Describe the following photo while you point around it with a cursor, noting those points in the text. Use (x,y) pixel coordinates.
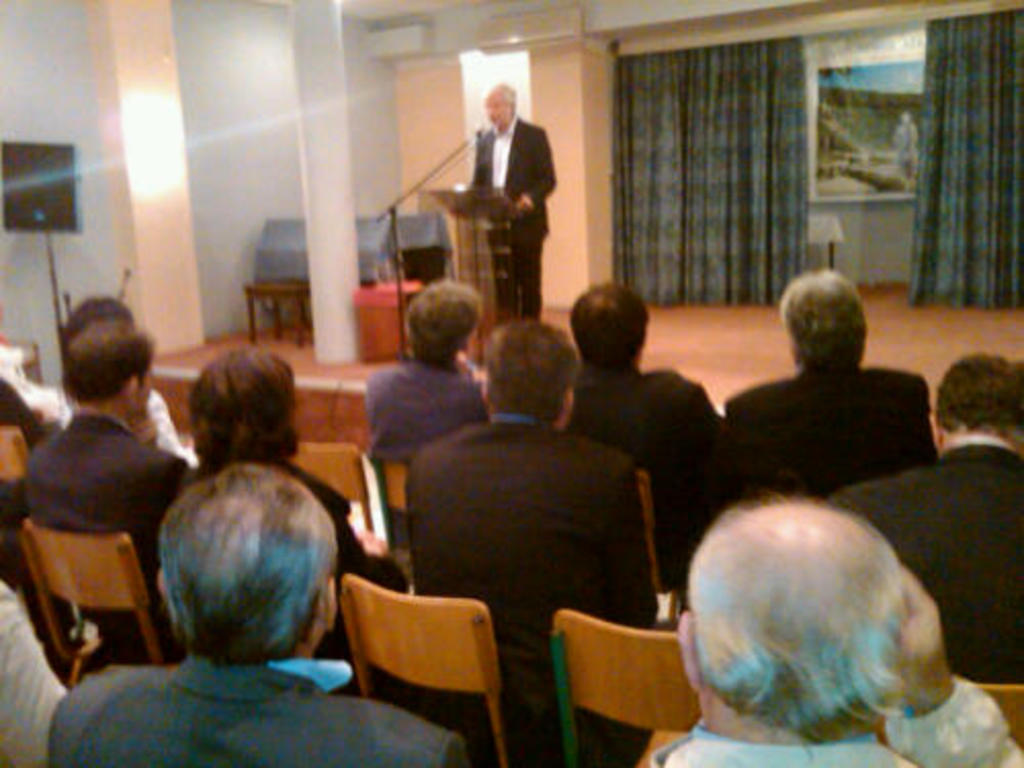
A picture inside of a room (159,624). These persons (310,681) are sitting on a chair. This person (536,158) is standing. In-front of this person (527,202) there is a podium (487,202) with mic (472,135). This is curtain (679,129). A poster (867,167) on wall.
